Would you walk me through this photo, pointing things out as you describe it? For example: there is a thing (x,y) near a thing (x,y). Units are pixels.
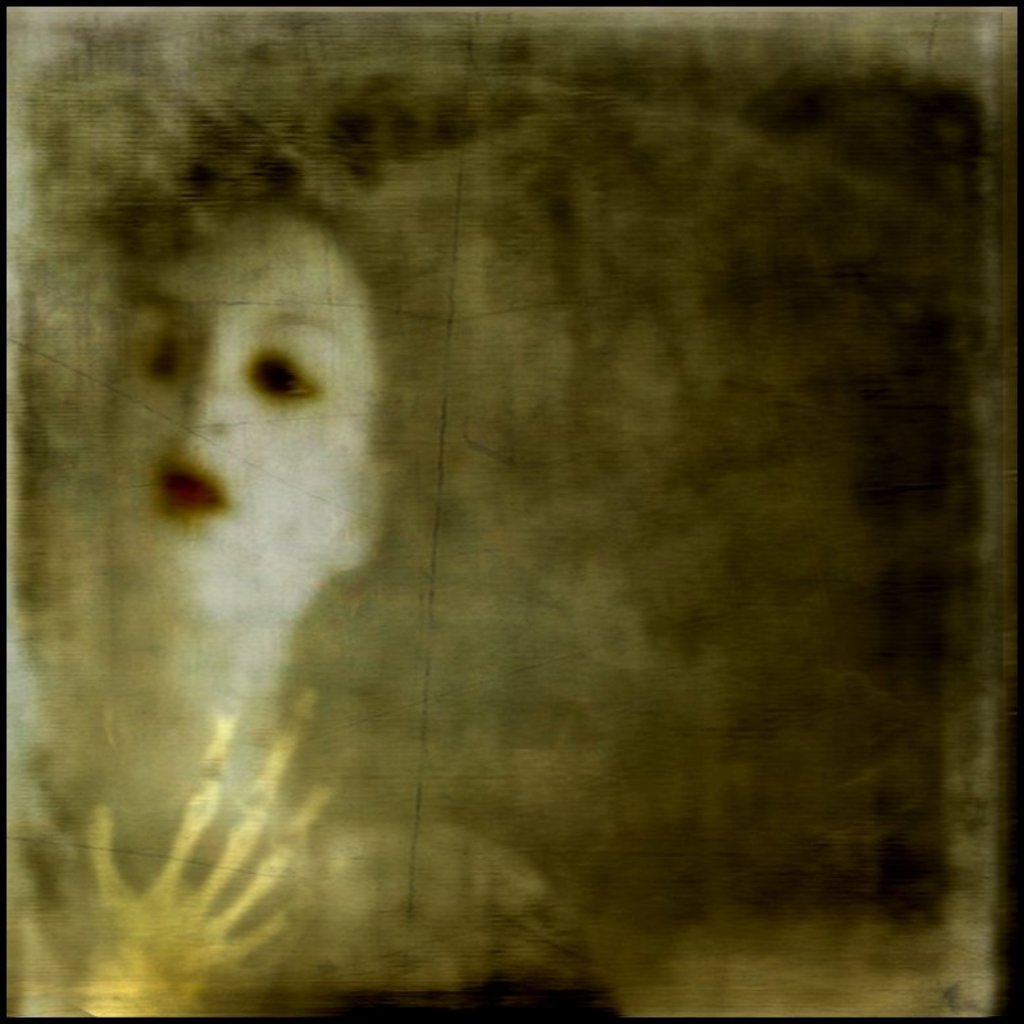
In the image there is a lady (315,555) with white face (262,577). To the bottom left of the image (187,826) there is a skeleton (251,831) of the human hand (192,895).
